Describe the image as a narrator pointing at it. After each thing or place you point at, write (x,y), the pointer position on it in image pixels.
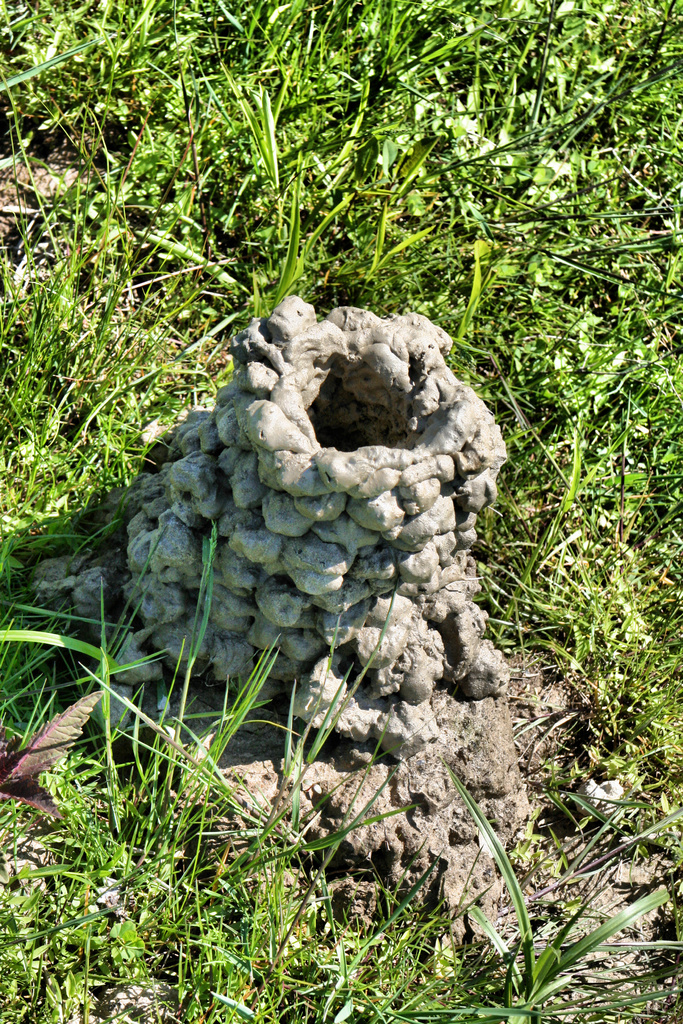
In the picture we can see a mud made hole (233,631) on the grass surface area (261,688).
